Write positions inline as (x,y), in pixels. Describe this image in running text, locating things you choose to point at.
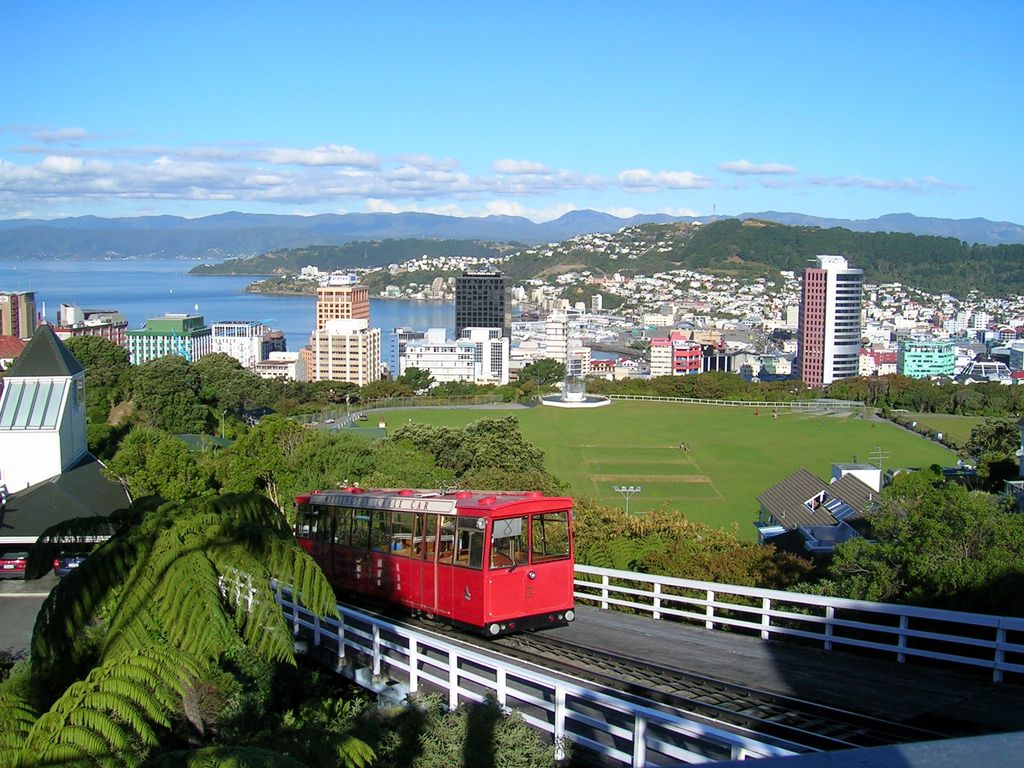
In this image in the front (164,601) there are plants (167,669) and trees (207,633). In the center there is a cable car (406,566) and there are cars (77,558) and there are railings (731,606) which are white in colour. There are trees (640,522), buildings (844,501) and there's grass (707,442) on the ground (727,448). In the background (144,342) there are buildings (622,293), trees (476,254), mountains (336,226) and the sky (391,165) is cloudy and there is an ocean (140,284).
